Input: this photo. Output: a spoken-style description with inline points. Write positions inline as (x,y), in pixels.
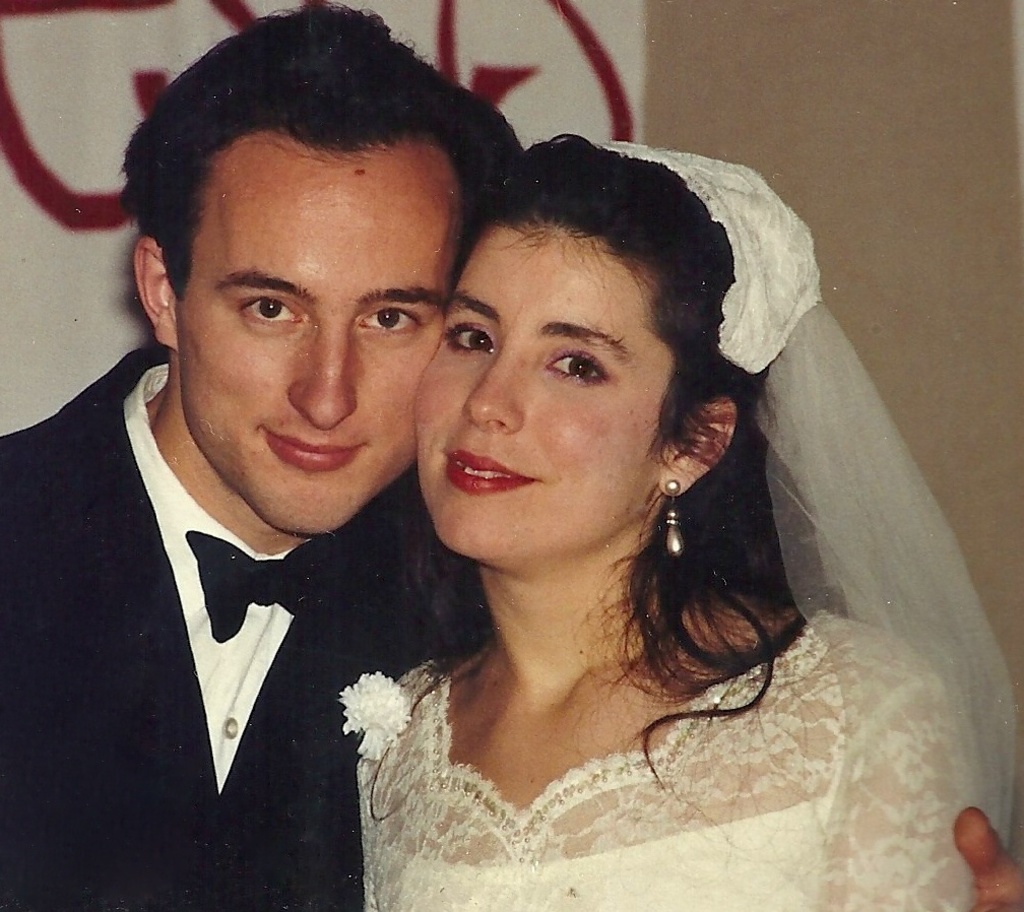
In the image we can see a man (3,526) and a woman (754,620) wearing clothes (786,676) and they are smiling, and the woman (618,494) is wearing earrings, and the background (851,148) is blurred.
